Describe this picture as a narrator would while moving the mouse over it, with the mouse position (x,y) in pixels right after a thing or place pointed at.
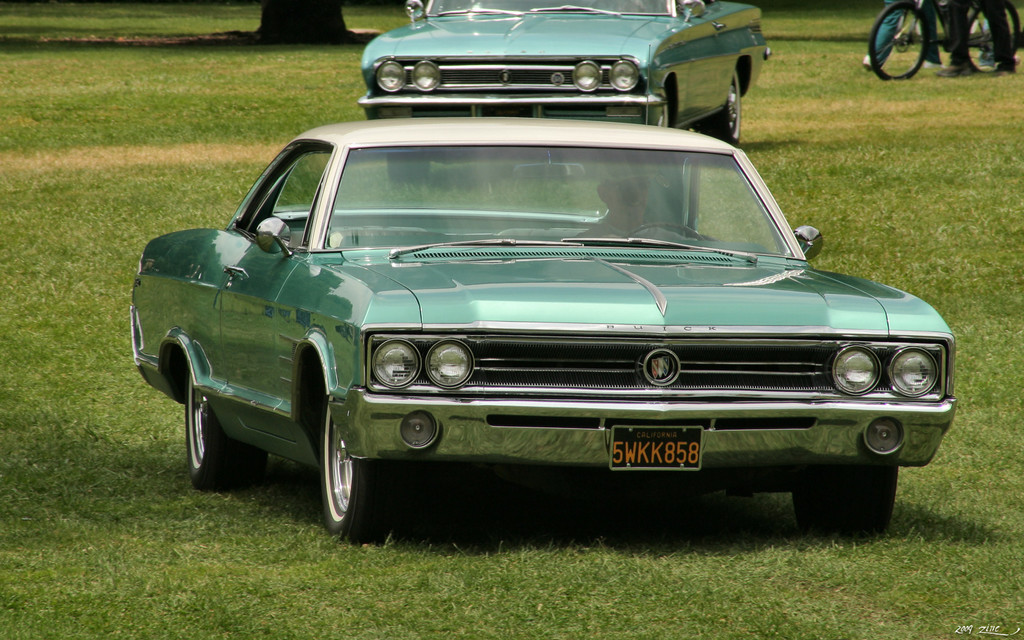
In the picture we can see a grass surface (996,478) on it, we can see two cars (879,474) which are older model and green in color and behind it, we can see a bicycle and a person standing near it and a part of a tree branch (312,41).
